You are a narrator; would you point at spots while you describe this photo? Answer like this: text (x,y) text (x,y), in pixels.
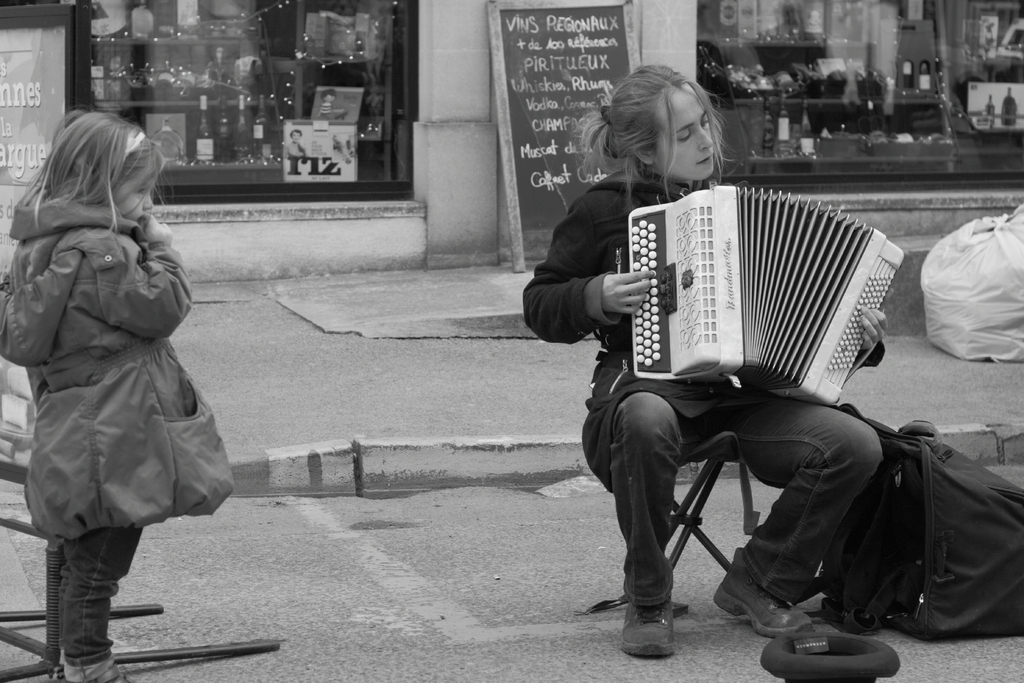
In the picture we can see a woman (759,598) sitting on the stool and playing a musical instrument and beside her we can see a girl child (69,520) standing and watching her and in the background (223,253), we can see a shop (864,126) with glass wall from it, we can see some items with lights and outside the shop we can see a board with something written on it.
